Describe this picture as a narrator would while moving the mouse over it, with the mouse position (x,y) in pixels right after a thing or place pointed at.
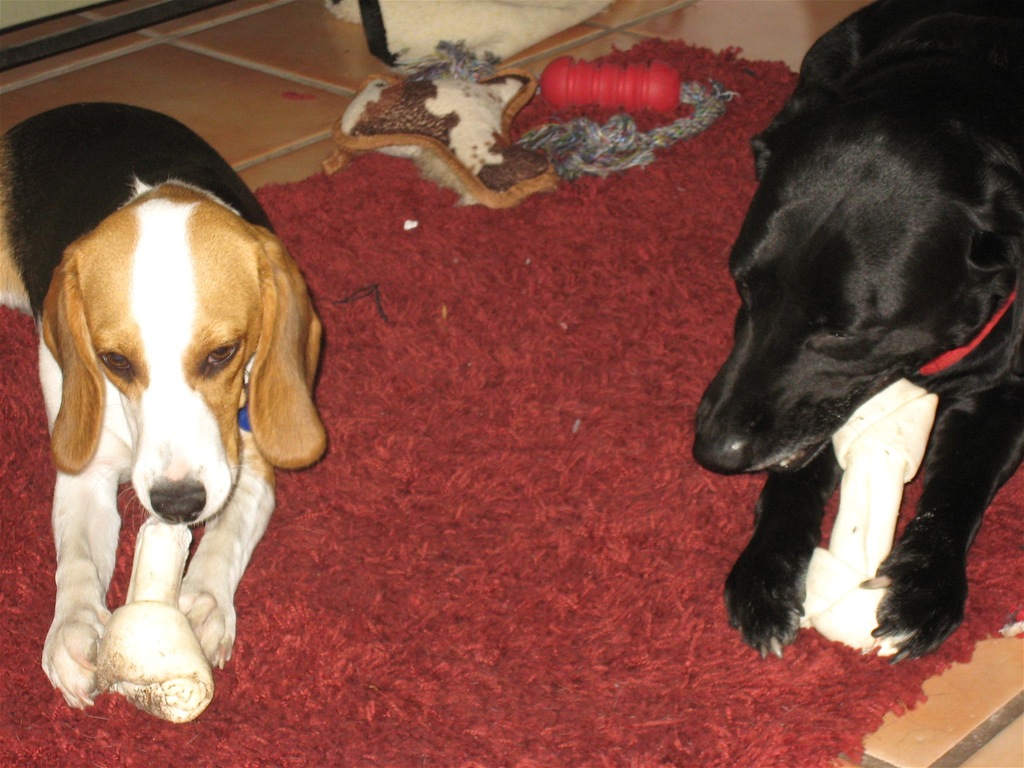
In this image there are two dogs (116,494) placing bones (857,532) in their mouth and sitting on the mat (915,507), there are few objects (518,152) on the mat (572,359), which is on the floor (745,18).
